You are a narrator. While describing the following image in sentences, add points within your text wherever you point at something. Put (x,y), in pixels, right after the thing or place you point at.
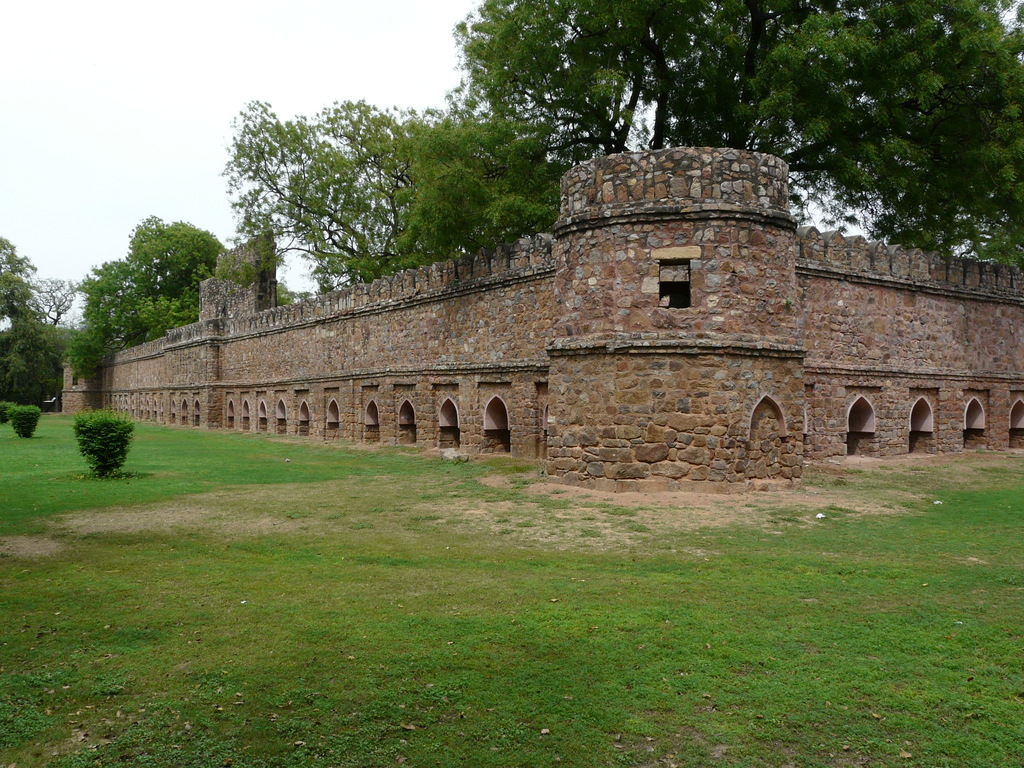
In this image we can see grass (181,523), plants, wall (396,421), and trees (913,154). In the background (801,175) there is sky (354,31).
